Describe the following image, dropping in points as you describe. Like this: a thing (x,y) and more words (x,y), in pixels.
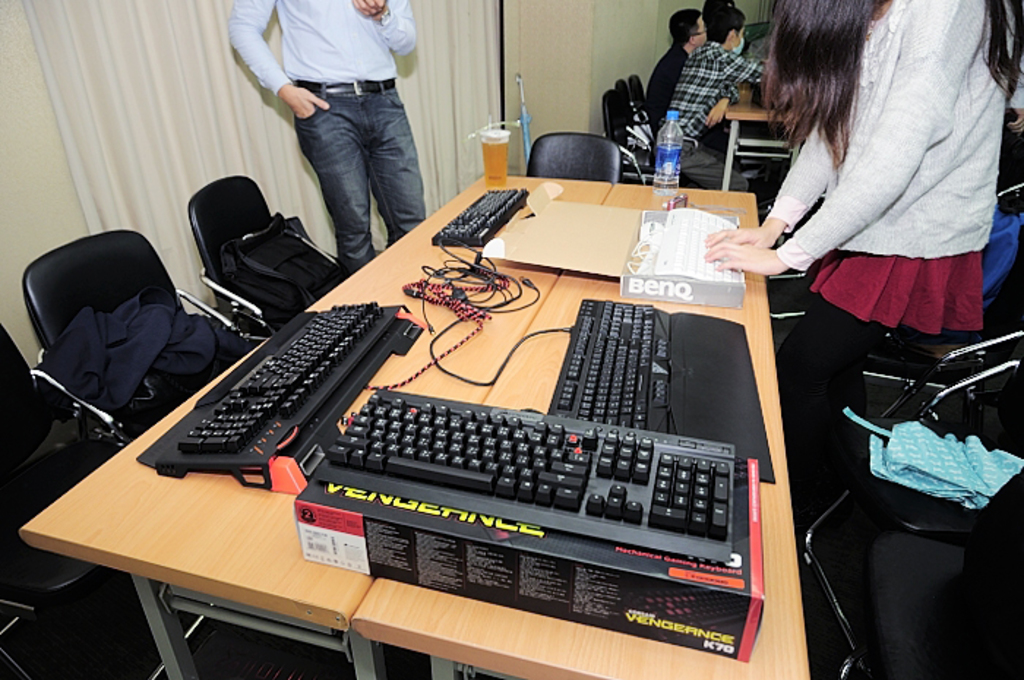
In this picture we can see some keyboards (531,465) on the wooden table (392,263). Behind there is a man (359,77) wearing a white shirt (359,74) and standing. Beside there are three black chairs (64,463). On the right hand corner (901,118) there is a girl (923,191) standing near to the table (468,256).
